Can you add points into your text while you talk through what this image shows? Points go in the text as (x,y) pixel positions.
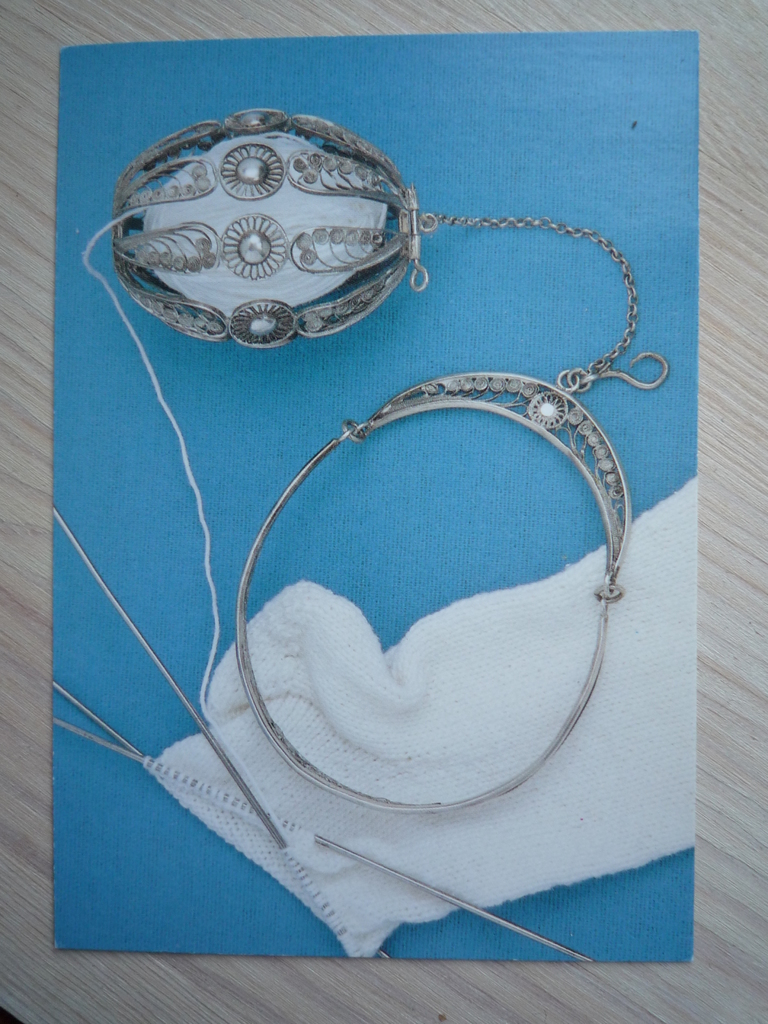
In this image a blue color paper (500,170) is placed on a wooden surface (716,638). On this paper (479,282) I can see a cloth (528,830), needles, thread (206,554) and a metal object (233,156).
